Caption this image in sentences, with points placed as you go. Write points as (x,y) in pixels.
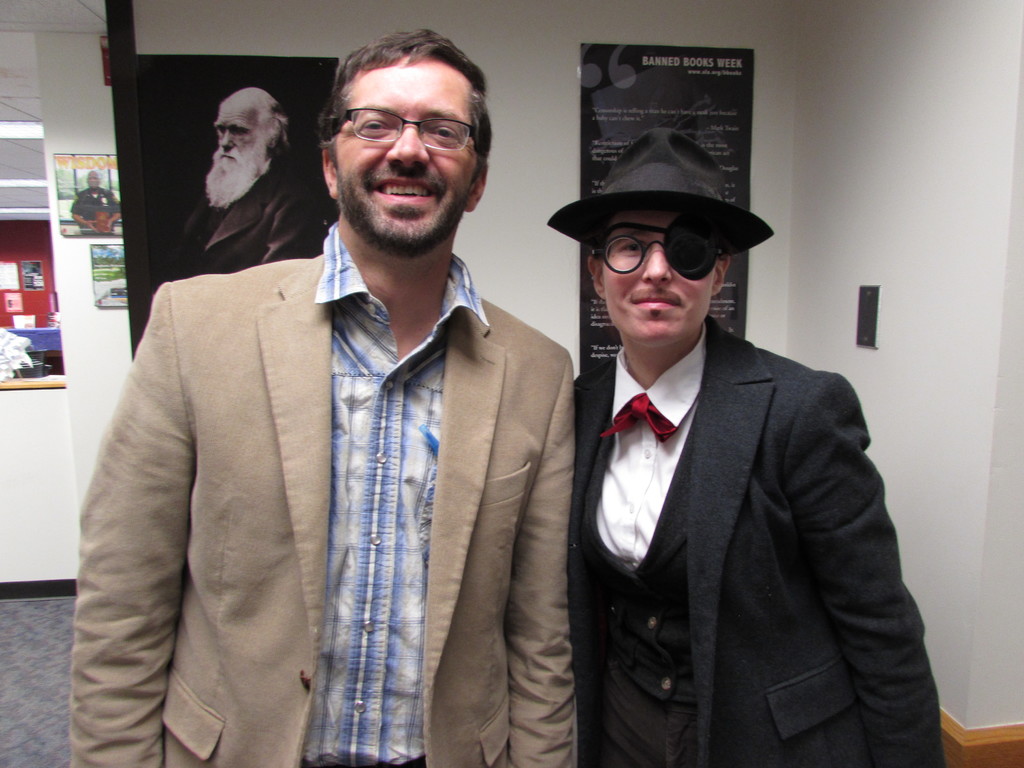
In the center of the image (428,349) there are two persons (470,475) standing and wearing glasses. In the background (279,168) there are two persons photography (180,160), posters (218,138) attached to the wall (808,262). In the left (15,299) there is also posters (27,279) attached to the red wall (18,231). In the bottom (29,668) floor (29,668) is visible.
